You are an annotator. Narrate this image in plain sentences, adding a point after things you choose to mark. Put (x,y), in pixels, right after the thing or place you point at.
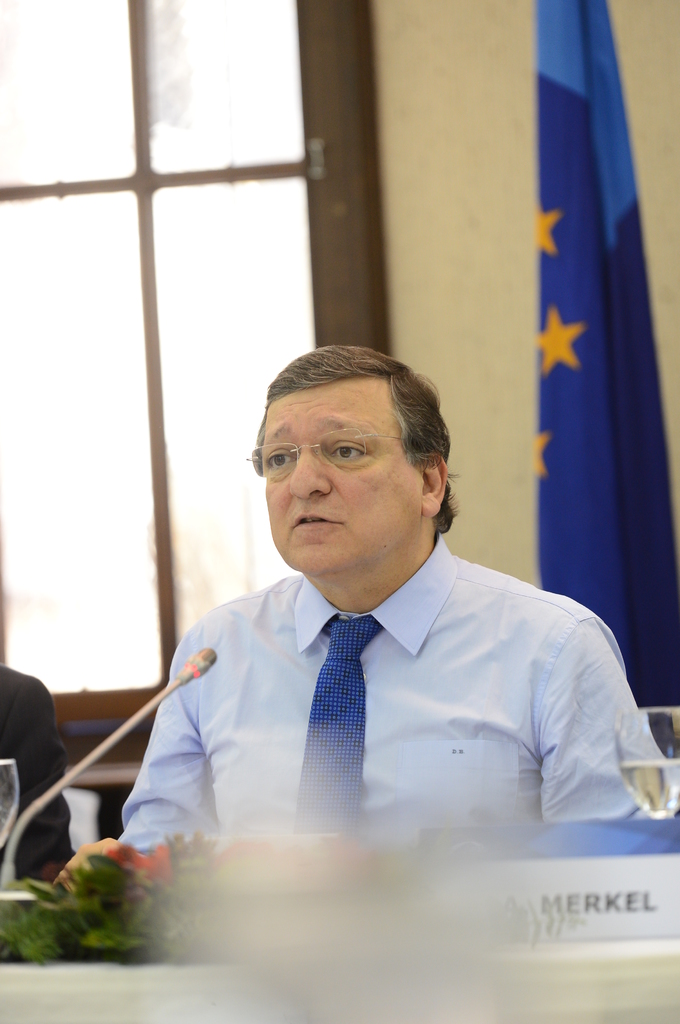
The man (374,767) in the blue shirt (452,773) is wearing the spectacles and he is talking on the microphone (14,857), which is placed in front of him. Beside that, we see a glass (14,785) and plants (87,943). On the right side (556,867), we see a name board (572,902) and a water glass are placed on the white table (523,972). Behind him, we see the window (194,500) and a wall (493,261). On the right side (551,254), we see a flag (621,347) in blue color.
